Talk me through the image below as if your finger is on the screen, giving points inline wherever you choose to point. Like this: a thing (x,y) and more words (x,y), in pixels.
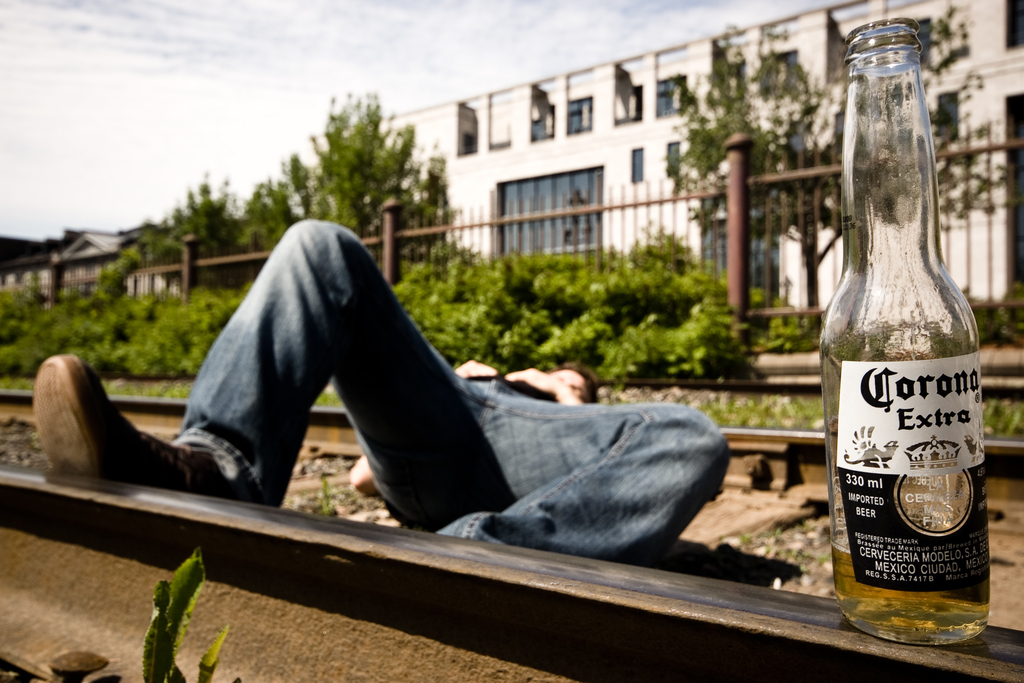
In this picture we can see a person (523,425) lying on the railway track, we can see a beer bottle (900,454) on the track (739,451), in the background (742,263) we can see a fencing panel (740,231) and trees (618,298), there is a building (583,170) in the background (544,139).
